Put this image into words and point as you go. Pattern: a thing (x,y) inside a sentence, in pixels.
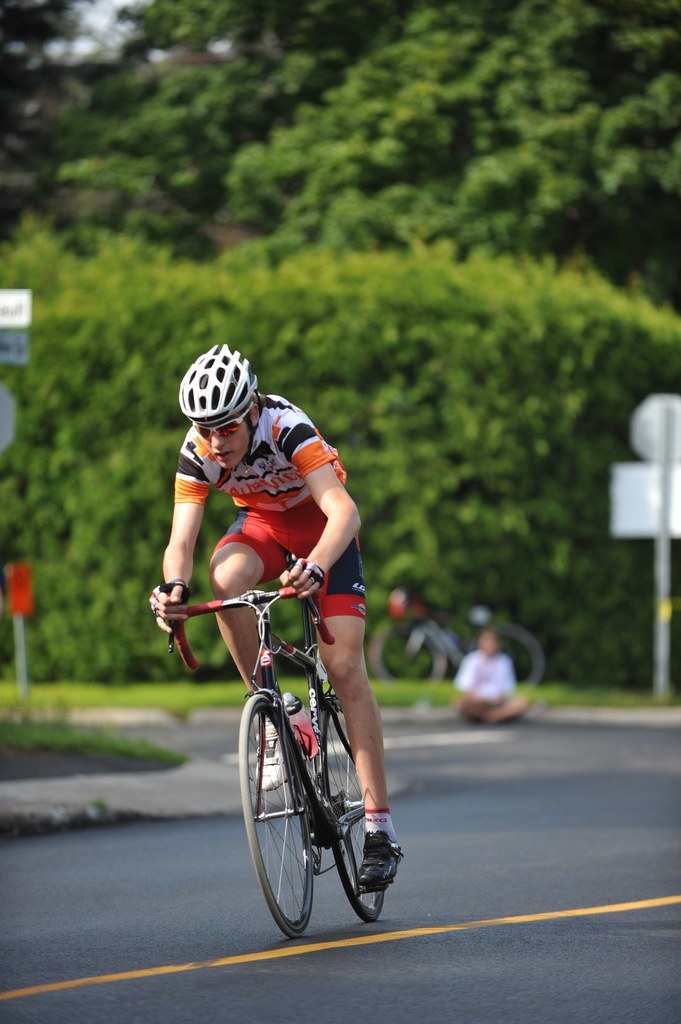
This is the picture of a man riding a bicycle (185,639) in the road (4,860) and at the back ground (42,291) we have a sign board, a pole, a person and a bicycle (435,656) and trees (353,67).
